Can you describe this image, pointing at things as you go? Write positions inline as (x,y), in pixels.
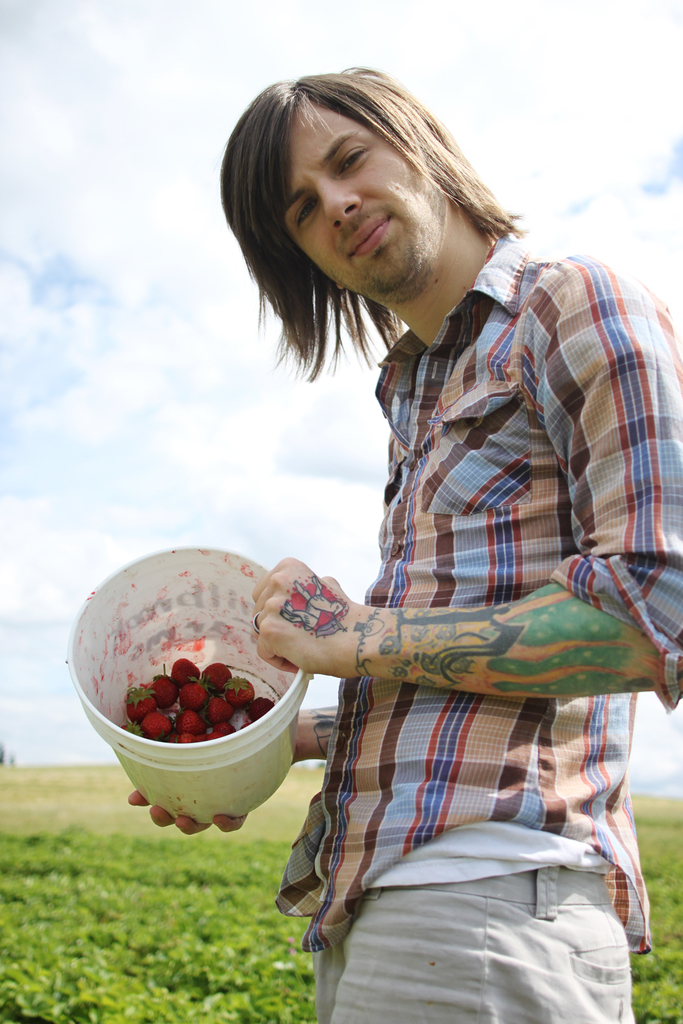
In this image I see a man (225,216) who is wearing a shirt (345,829) which is of cream, brown, blue and red in color and I see that he is wearing cream color pants (488,903) and I see that he is holding a white color bucket (150,767) in which there are strawberries (225,731) and I can also see that there are tattoos (392,613) on his hand (434,609). In the background (19,761) I see the plants (651,899) and cloudy sky (110,41).
